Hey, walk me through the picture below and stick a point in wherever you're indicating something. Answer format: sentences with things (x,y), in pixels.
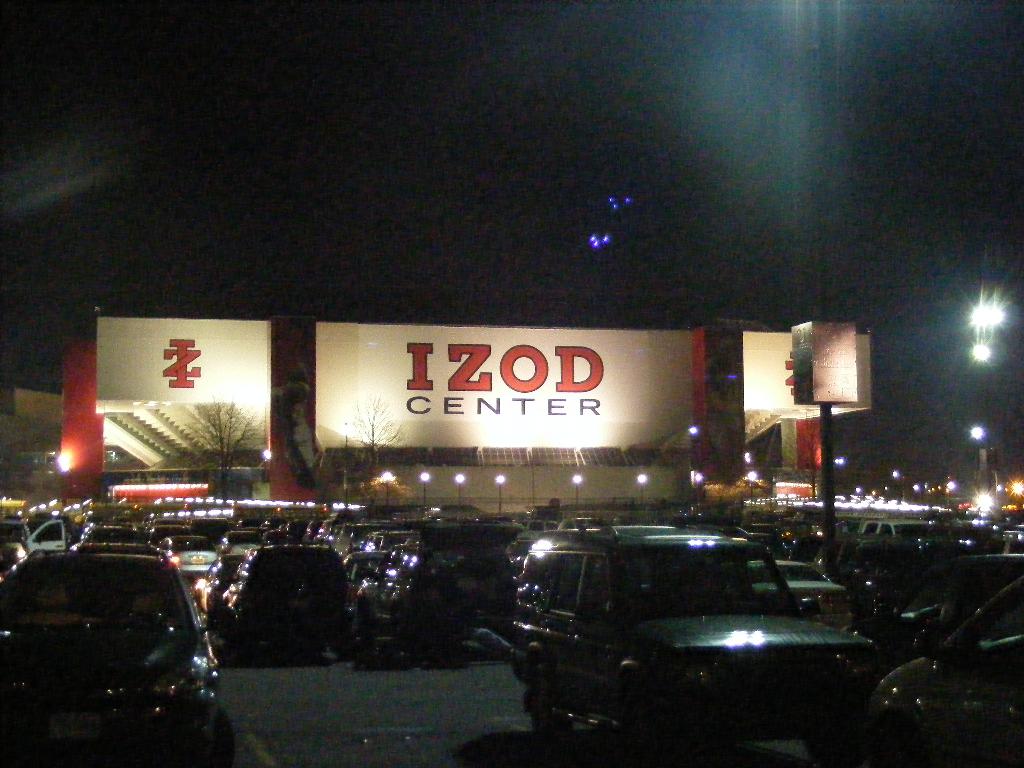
In this image we can see some cars (440,608), trees (222,453), poles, fencing (597,505), there is a board (334,408) with some text (515,355) written on it, also we can see lights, and the sky (603,115).
